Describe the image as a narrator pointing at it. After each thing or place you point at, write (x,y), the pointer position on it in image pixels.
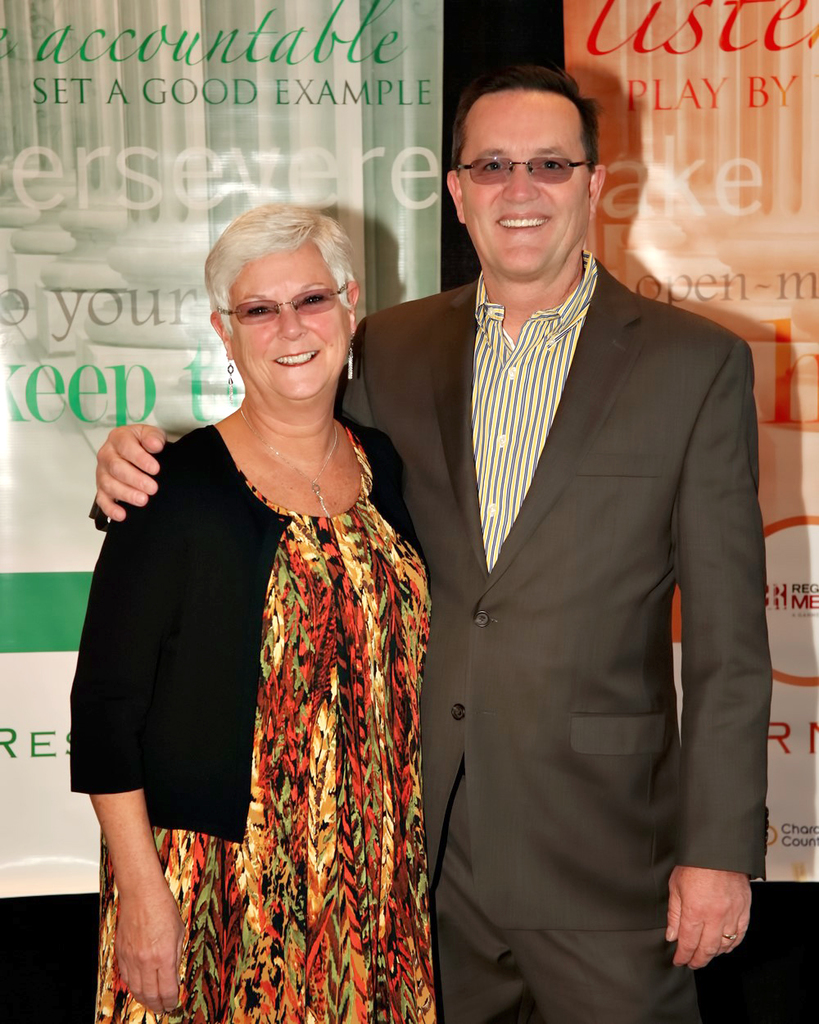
In this image we can see two people (408,671) are standing and backside of these two people (136,965) there are two banners (123,329) with text (336,18).
